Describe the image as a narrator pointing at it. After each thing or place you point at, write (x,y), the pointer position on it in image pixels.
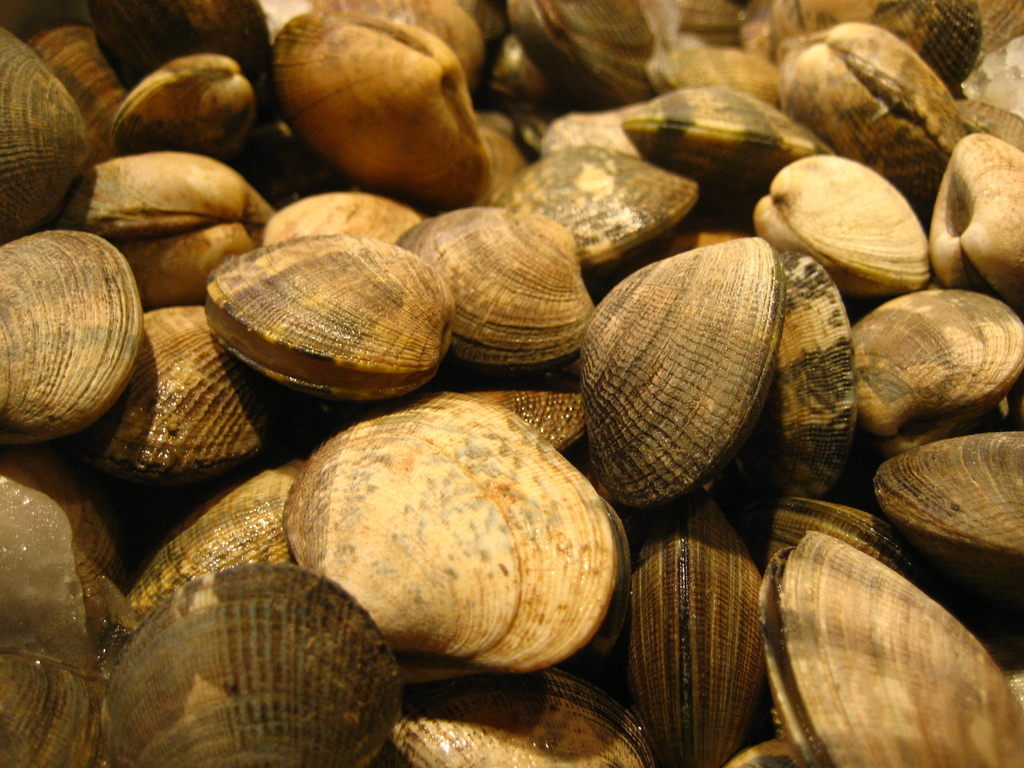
In this picture we can see some clams (460,407) here.
